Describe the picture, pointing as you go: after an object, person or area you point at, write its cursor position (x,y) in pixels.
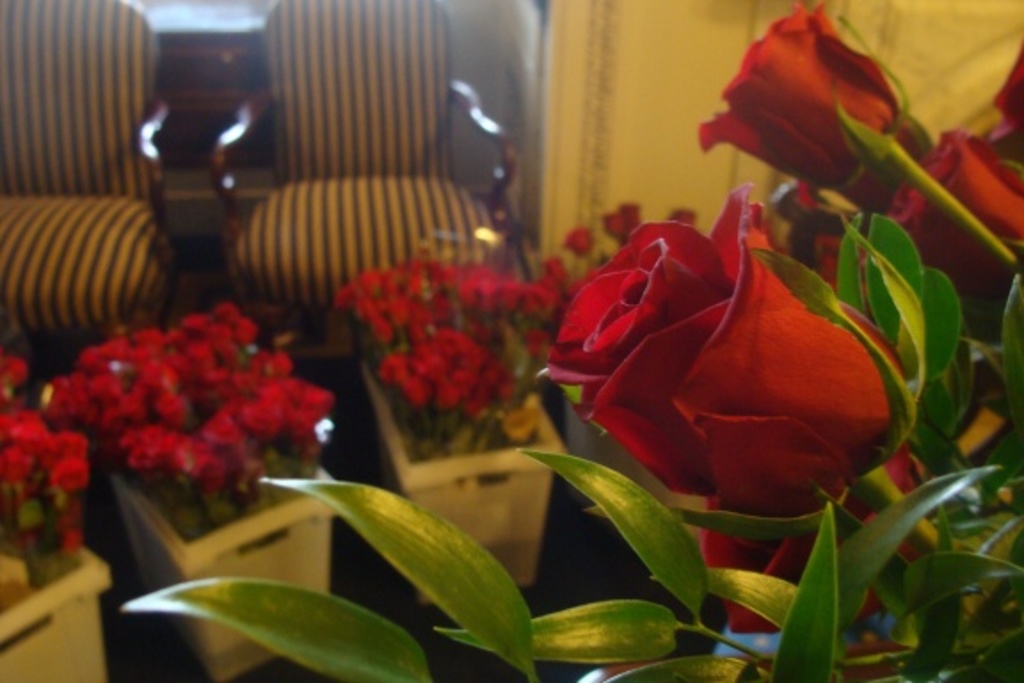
In this image, we can see roses (709,244) and leaves (648,520). In the background (231,313), there are flower pots (436,309) and we can see chairs (278,96) and there is a wall (581,91).
